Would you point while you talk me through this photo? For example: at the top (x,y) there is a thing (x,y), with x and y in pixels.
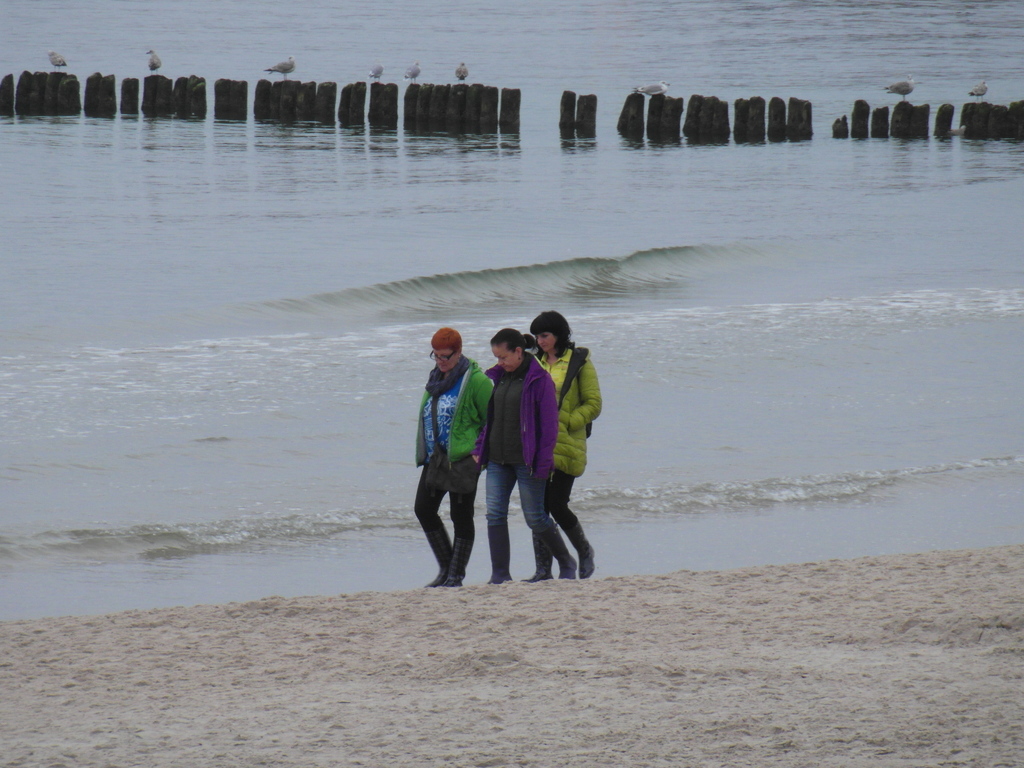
In this image we can see a group of people (516,404) walking on the ground (563,614). One woman (443,406) is wearing a green jacket (480,388) and spectacles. In the background (1010,162), we can see a group of poles (447,126) on which birds (63,61) are standing on them and water (459,313).
